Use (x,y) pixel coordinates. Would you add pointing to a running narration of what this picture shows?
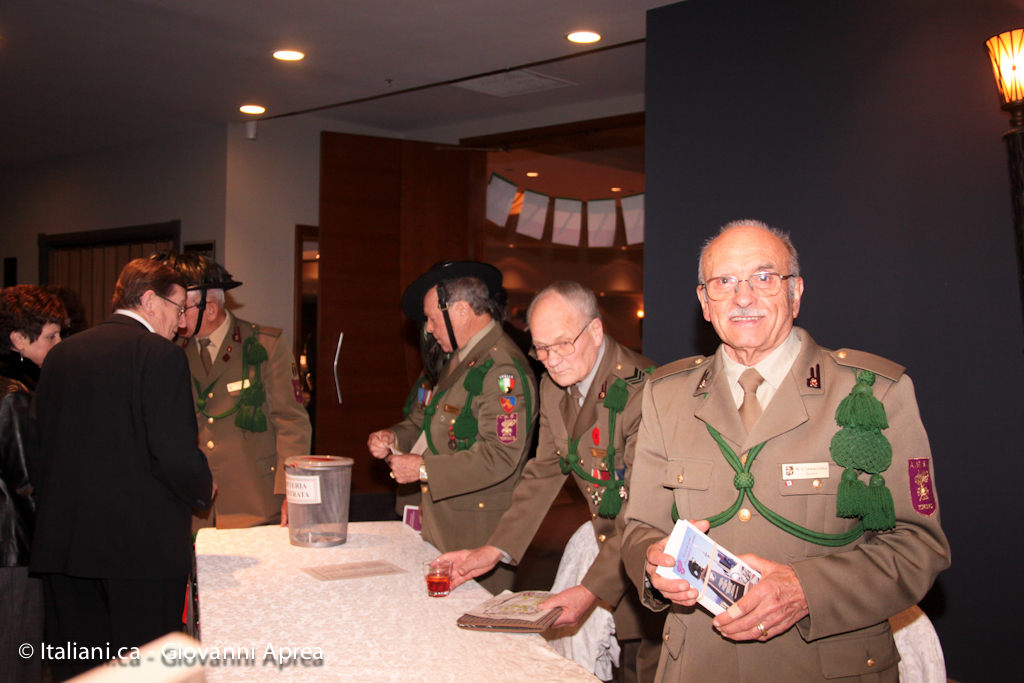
In this image I can see group of people (929,505) standing, the person (781,580) at right (746,428) wearing brown color uniform (672,466) holding few papers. I can also see a glass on the table (349,560), background (381,220) I can see a wooden wall (434,220) and few lights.
